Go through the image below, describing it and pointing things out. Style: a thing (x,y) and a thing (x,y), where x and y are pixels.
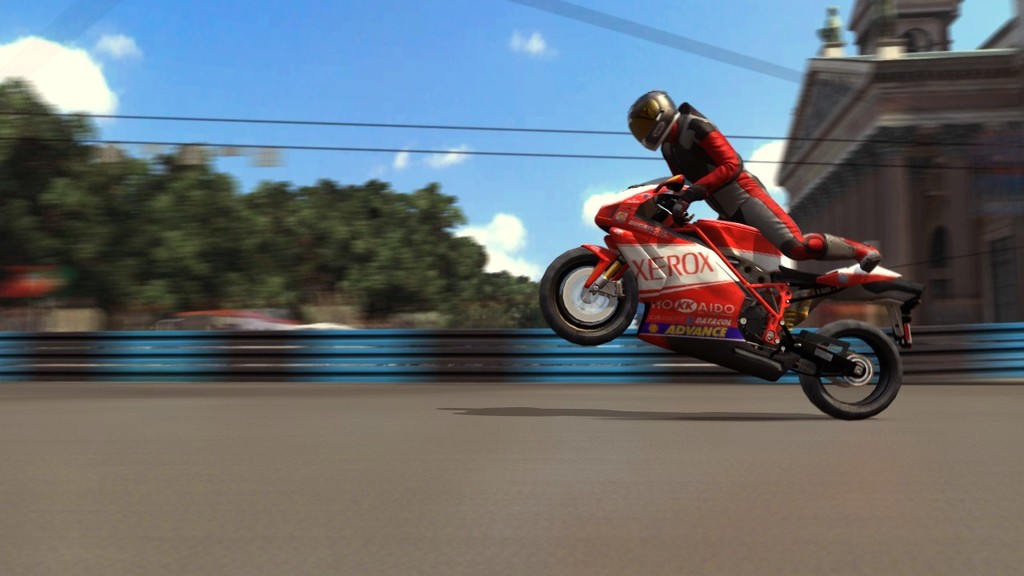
In this picture we can see a person (686,156) wore a helmet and riding a motorbike (749,317) on the road (568,426), trees (283,261), building (888,258) and in the background (318,77) we can see the sky (468,104) with clouds (48,70).
